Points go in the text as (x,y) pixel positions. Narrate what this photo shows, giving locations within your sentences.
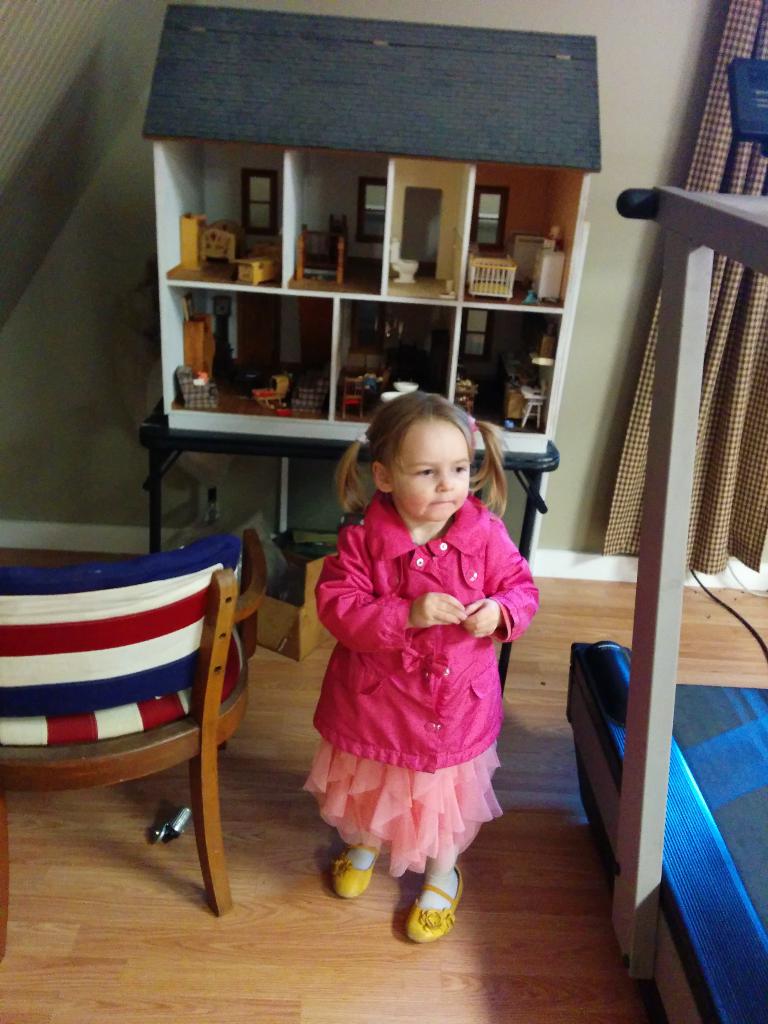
In this image there is a girl (347,804) in a living room (110,973) where there is chair (16,597), treadmill (701,729), curtain (742,38), wall (20,265) and a ready made house (177,53).
